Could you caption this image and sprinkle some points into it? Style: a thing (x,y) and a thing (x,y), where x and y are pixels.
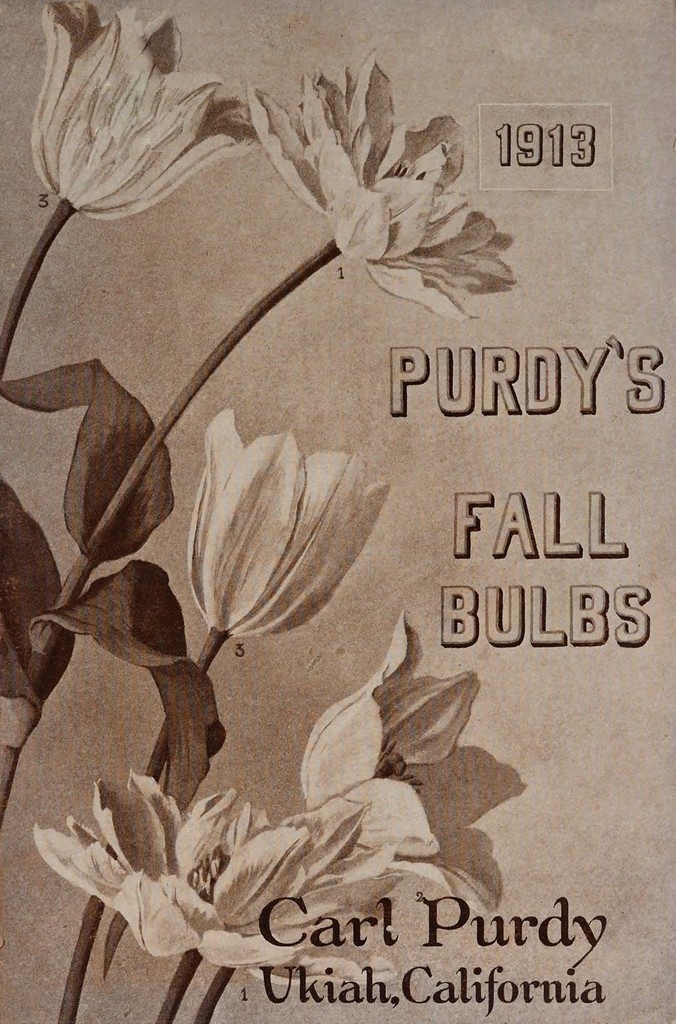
In this image we can see a card (291,452) with flowers (257,559) and some text (455,631) on it.
